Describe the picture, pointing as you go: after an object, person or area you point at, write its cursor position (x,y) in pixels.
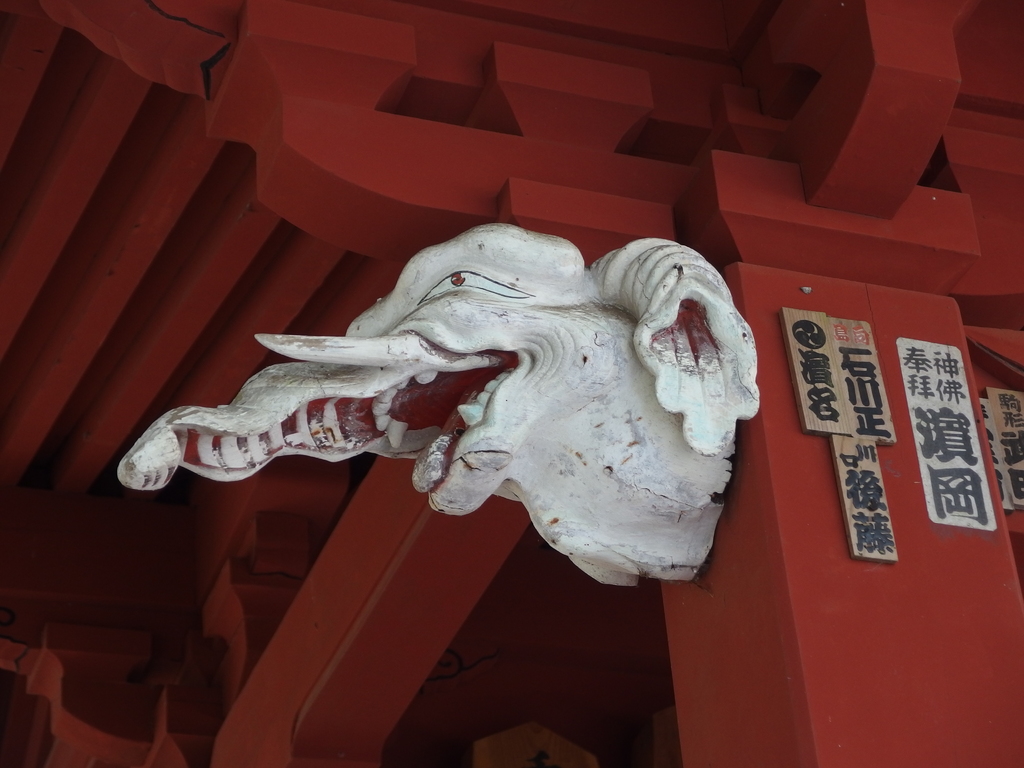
In the center of the image (497,381) there is a toy (457,373) to the pillar (673,589). On the right side of the image (956,696) we can see boards (856,463) and pillar (792,444). In the background (737,228) there is a roof (282,196).
